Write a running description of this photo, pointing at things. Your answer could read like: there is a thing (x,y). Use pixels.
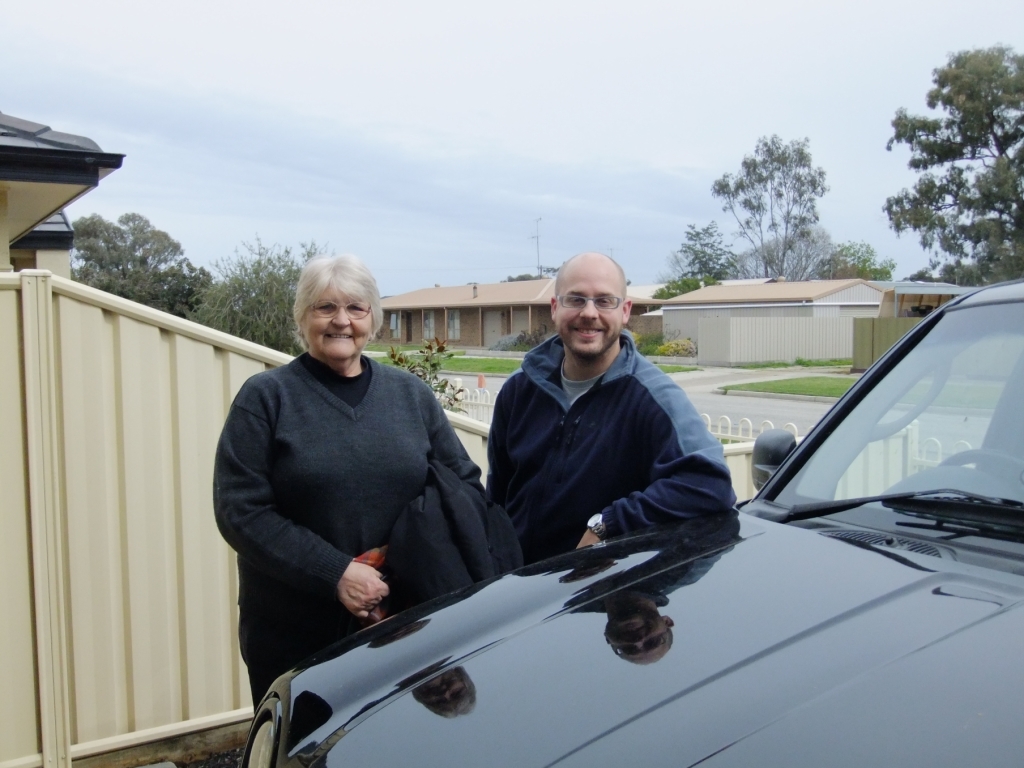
Here we can see a woman (392,395) and a man (583,482). They are smiling and they have spectacles (587,299). This is a car (786,629). Here we can see trees (200,299), houses (490,343), plants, and grass (688,368). In the background (544,198) there is sky (526,150).
